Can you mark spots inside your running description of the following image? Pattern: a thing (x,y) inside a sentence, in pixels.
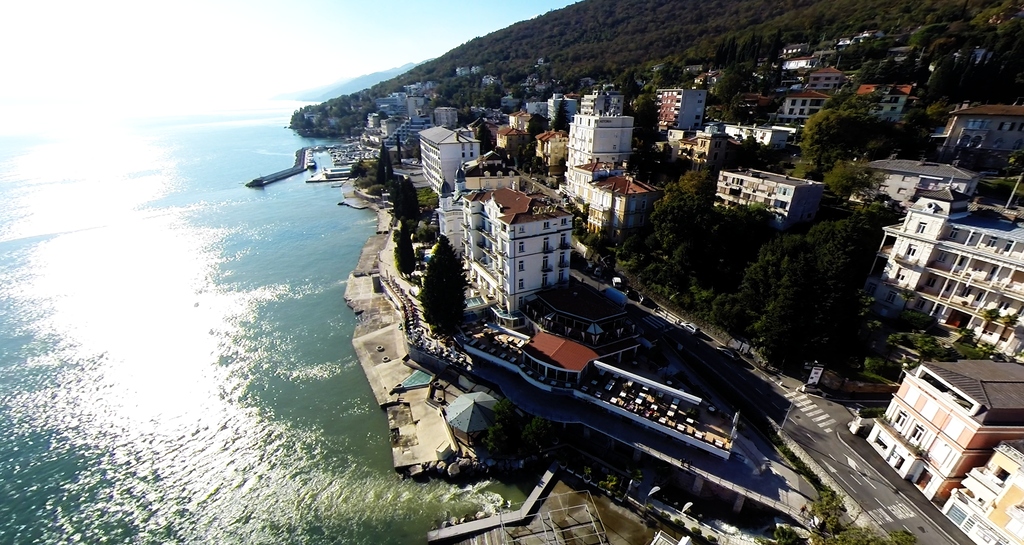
This is an aerial view of an image where we can see the water (89,281), buildings (593,221), the road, trees (730,333), hills (364,83) and the sky (57,92) in the background (126,35).
